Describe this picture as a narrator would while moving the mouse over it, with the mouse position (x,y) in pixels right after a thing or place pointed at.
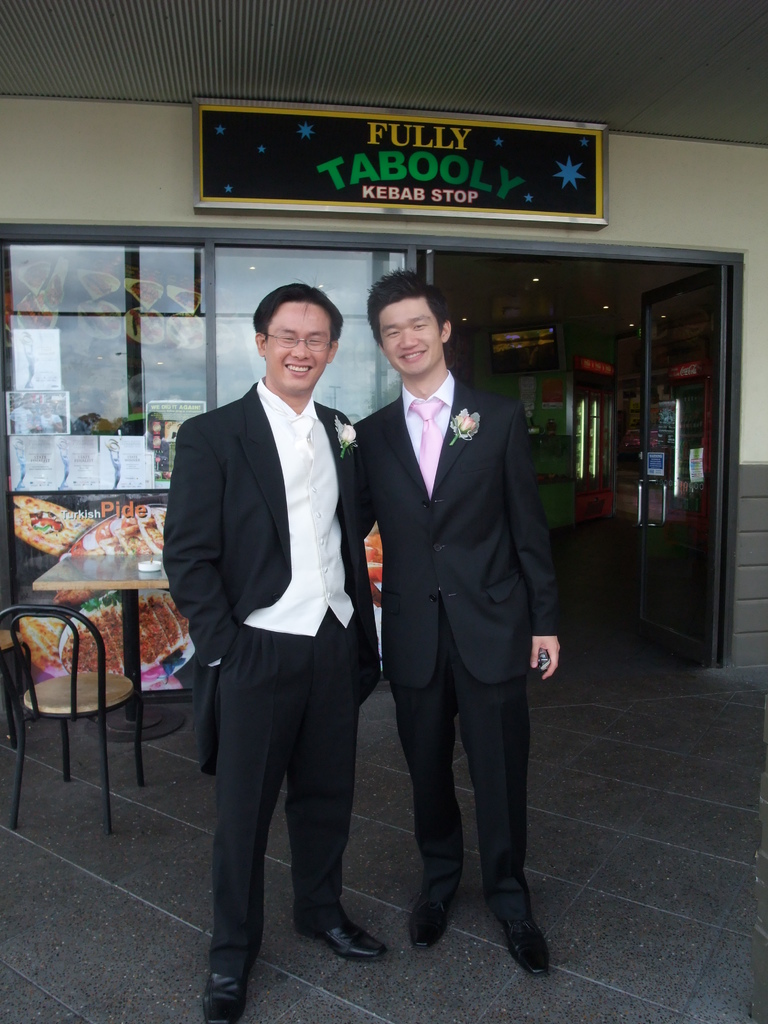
In this image I can see two persons (294,556) wearing white shirts (291,525), black blazers (242,532), black pants (242,767) and black shoes (236,980) are standing and smiling. In the background (99,586) I can see a table (149,555), a chair (0,652), the wall (117,187), the glass door (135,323) and through the glass door (640,465) I can see few other objects (574,405). I can see a black board (206,128) attached to the wall (179,178).
